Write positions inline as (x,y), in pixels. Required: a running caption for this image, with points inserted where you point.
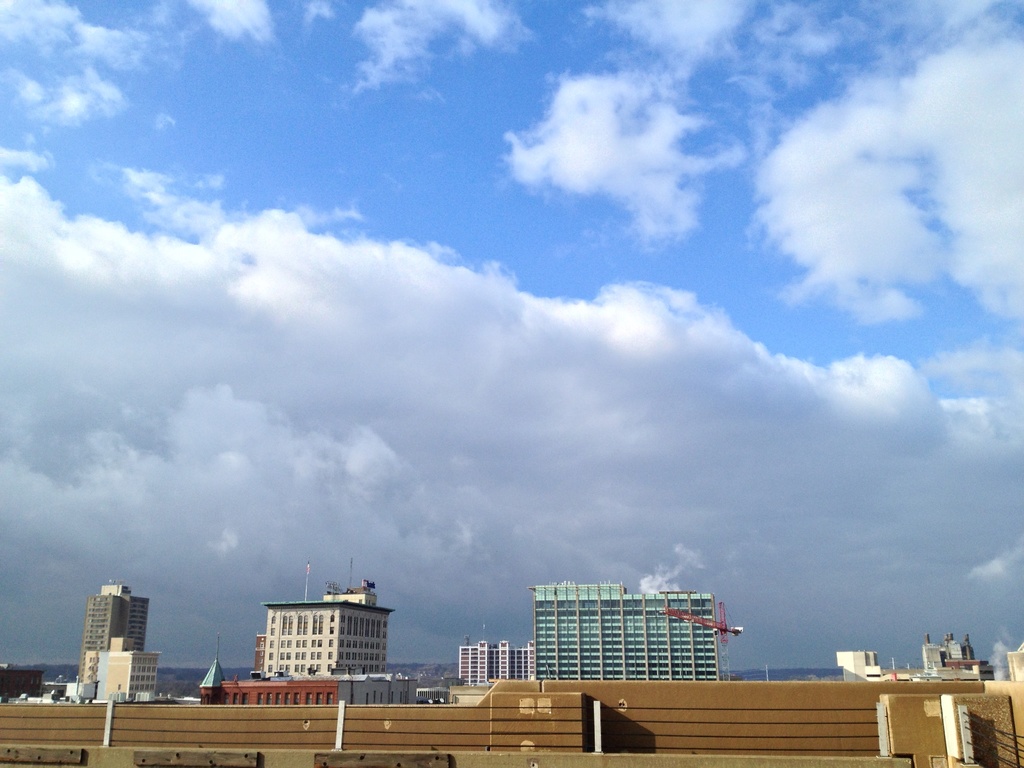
At the bottom (403,748) we can see the wall (355,754) and on the right (1000,743) there is a fence (877,718). In the background (551,640) there are buildings (630,670), crane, poles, windows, glass doors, roof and clouds (517,299) in the sky (437,299).
